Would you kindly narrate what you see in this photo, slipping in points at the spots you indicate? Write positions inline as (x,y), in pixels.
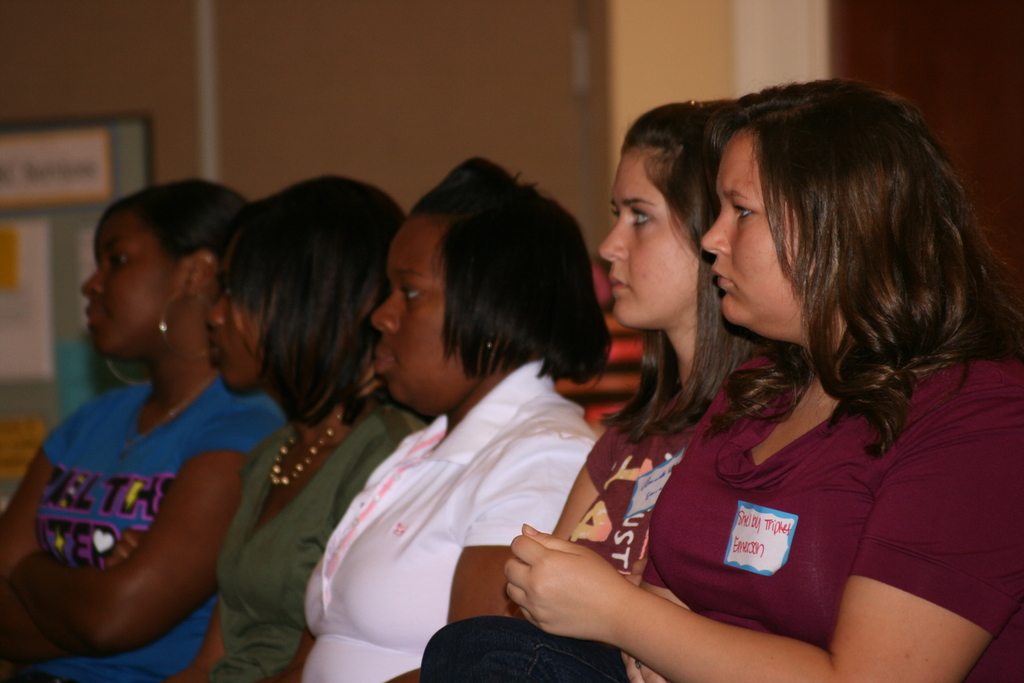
In the image in the center (422,321) we can see few people (337,398) were sitting and they were in different color t shirt (552,451). In the background (504,41) there is a wall (539,112), banner (81,183) and few other objects (959,30).
